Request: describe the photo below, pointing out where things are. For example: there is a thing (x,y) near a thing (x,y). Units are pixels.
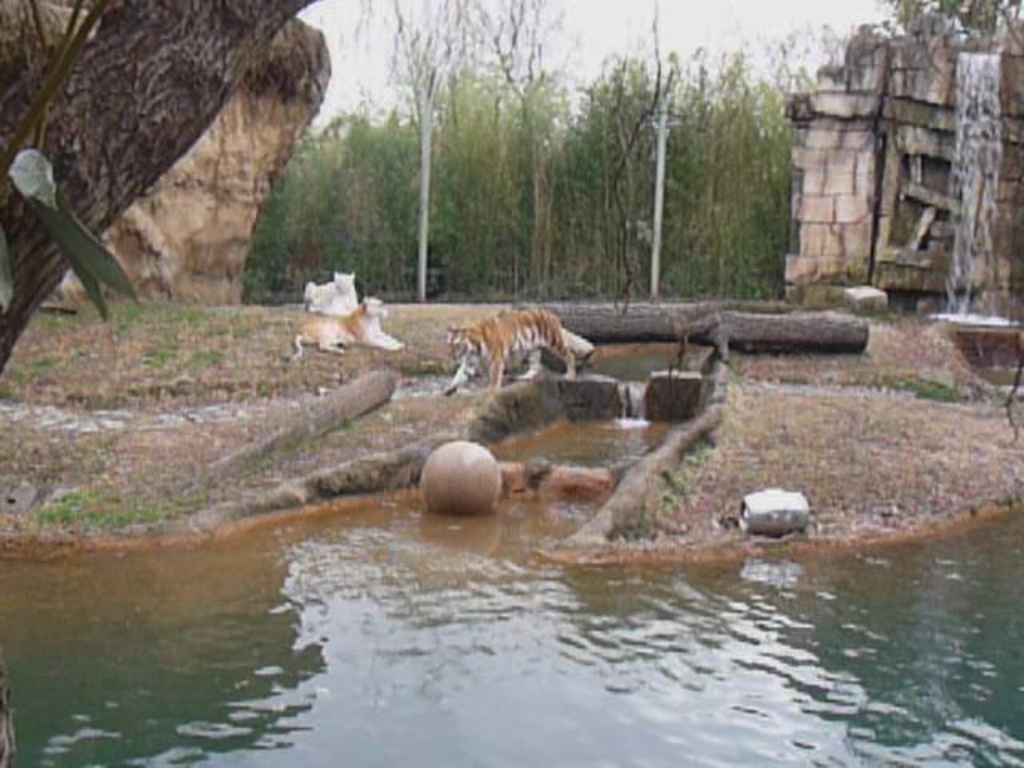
In this image I can see water (400,610), few tigers (575,345), few poles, few stones (854,278) and in the background (322,272) I can see number of trees (456,278).
